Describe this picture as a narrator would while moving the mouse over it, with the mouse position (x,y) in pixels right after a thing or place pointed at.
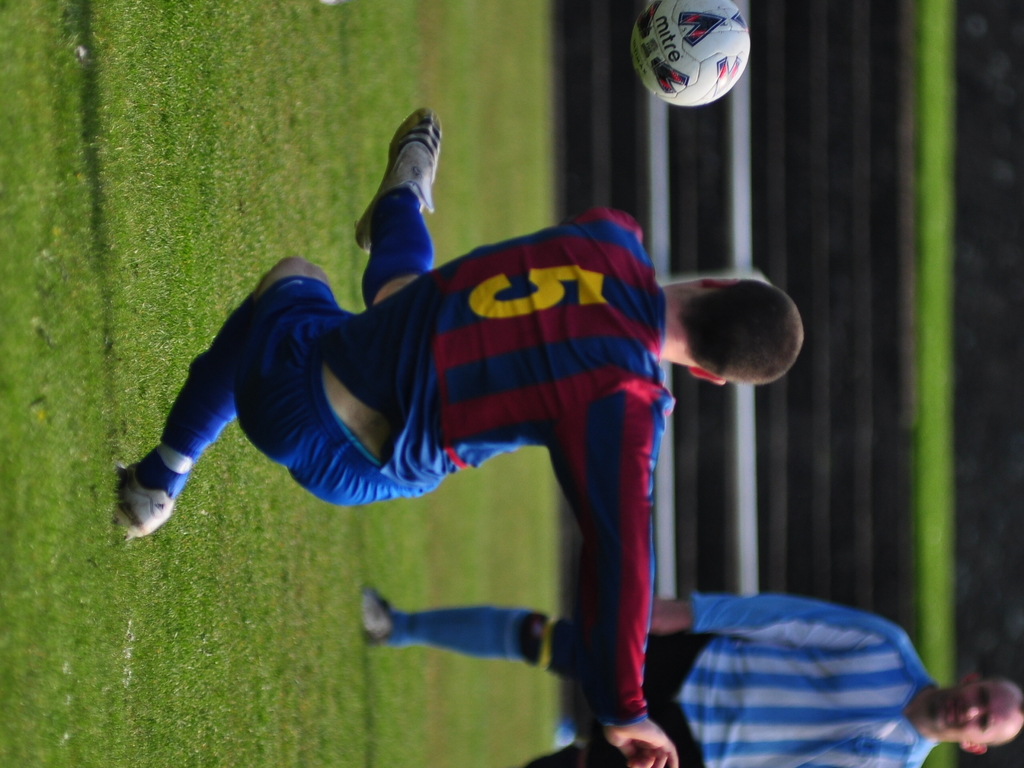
In this image there are two players (438,433) playing in a ground (241,640) and there is a football (733,12), in the background (933,292) it is blurred.
